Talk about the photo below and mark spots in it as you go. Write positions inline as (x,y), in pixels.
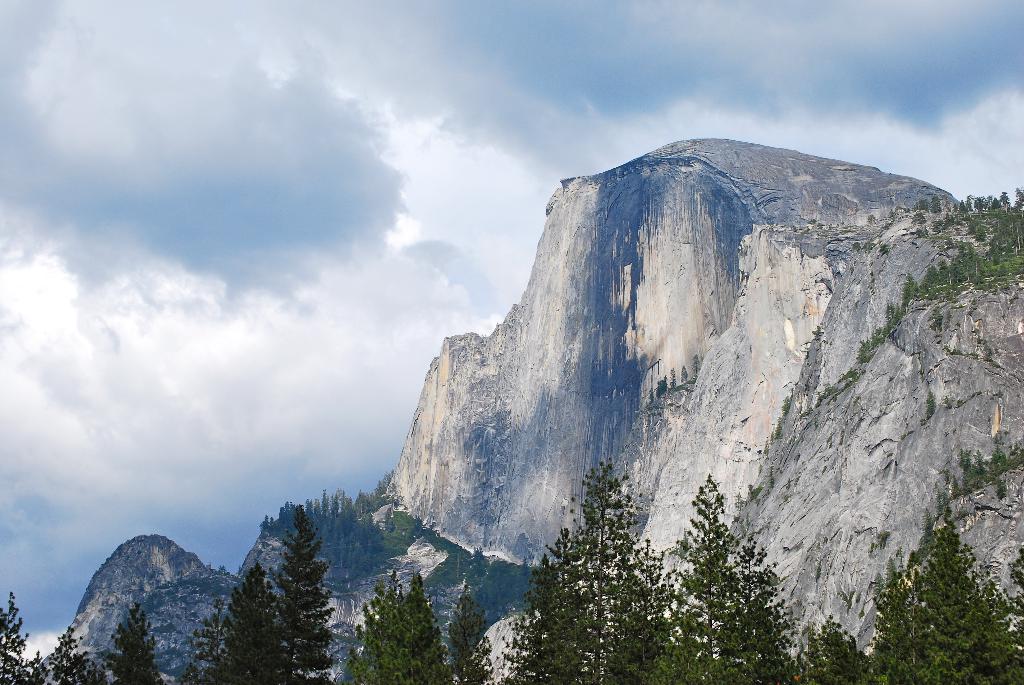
In this picture we can see trees (653,679) at the bottom (798,648), in the background (719,369) there is a mountain (593,353), we can see the sky (419,191) at the top of the picture (408,175).
